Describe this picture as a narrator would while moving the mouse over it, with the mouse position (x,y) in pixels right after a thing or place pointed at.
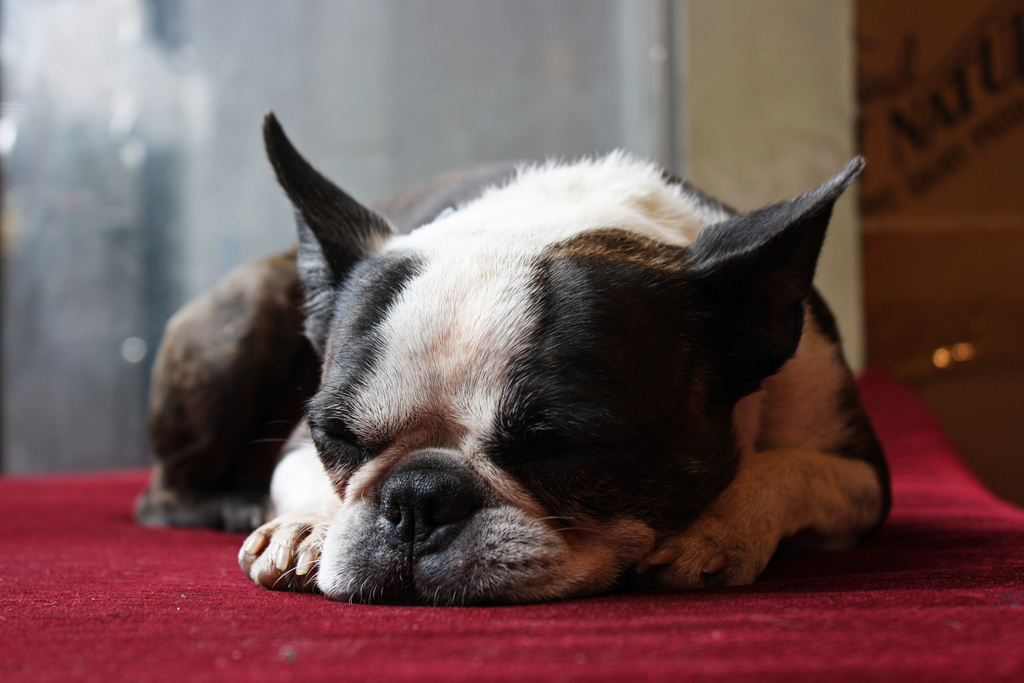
In this image in the center (625,291) there is one dog (380,522) which is sleeping, at the bottom (754,643) there is one carpet (901,423). In the background (480,75) there is a wall (686,56).
